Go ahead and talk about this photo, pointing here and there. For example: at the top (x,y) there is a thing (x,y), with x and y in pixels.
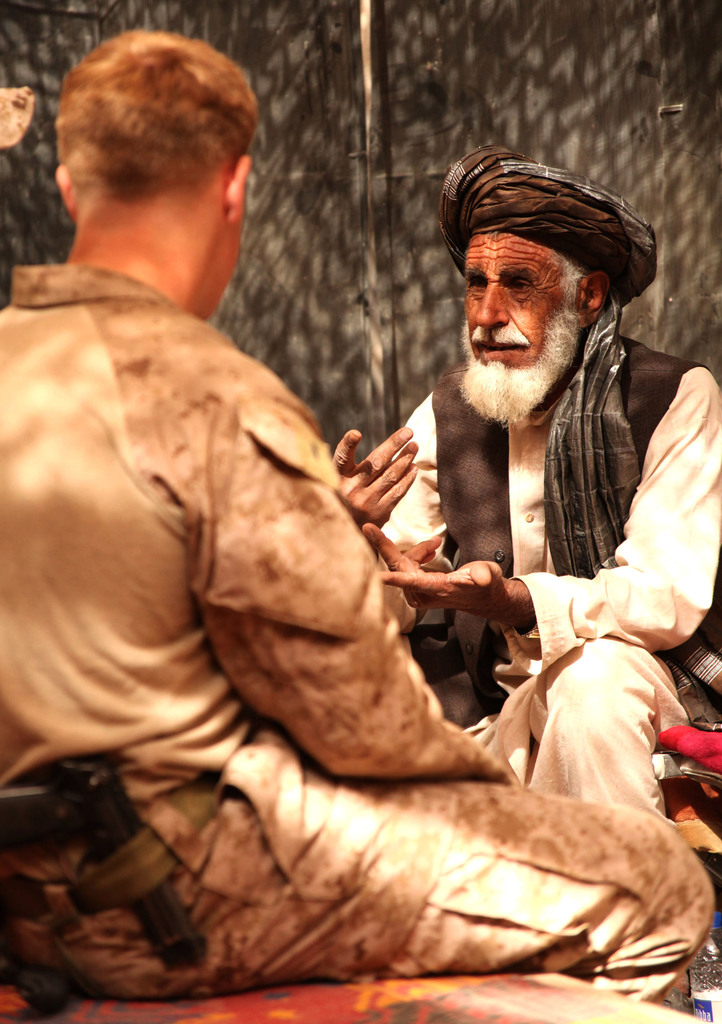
On the left side (210,129), there is a person (185,325) having a gun (109,774), sitting on a surface (482,1002). In front of him, there is another person (579,693), sitting and speaking. And the background (38,14) is blurred.
